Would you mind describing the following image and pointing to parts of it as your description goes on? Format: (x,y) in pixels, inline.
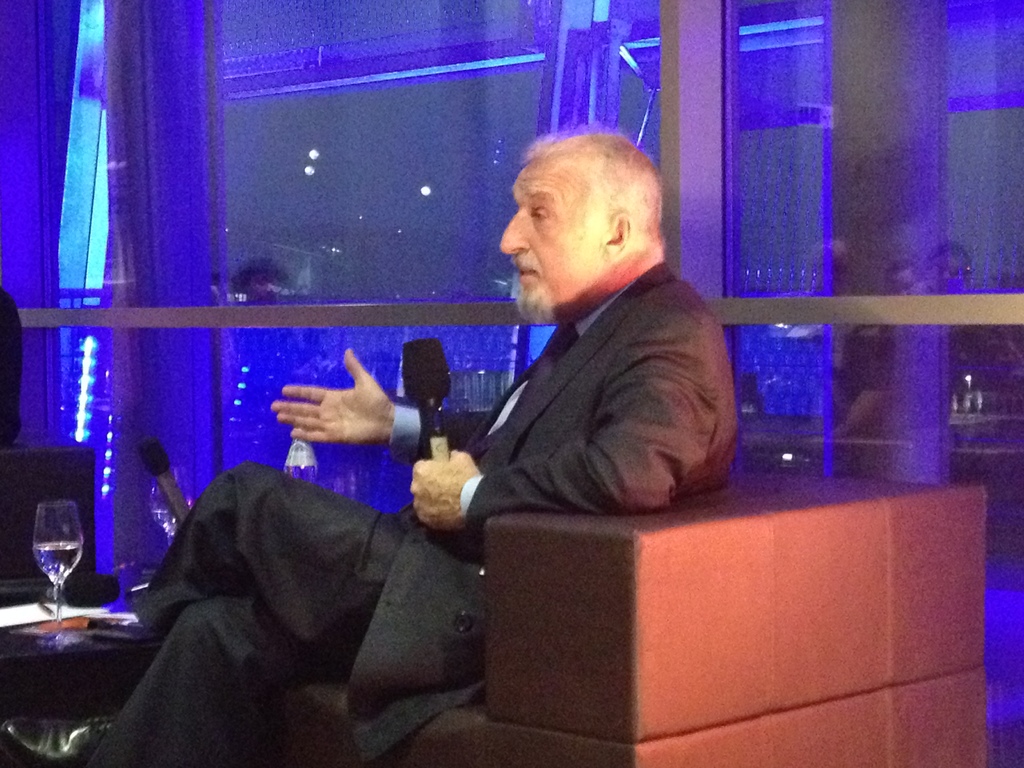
In the given image we can find a man (552,387) sitting on sofa (645,686) and he has a microphone (438,372) in his hands (443,479) in front of him we can see glass (51,575) on the table (100,659).
